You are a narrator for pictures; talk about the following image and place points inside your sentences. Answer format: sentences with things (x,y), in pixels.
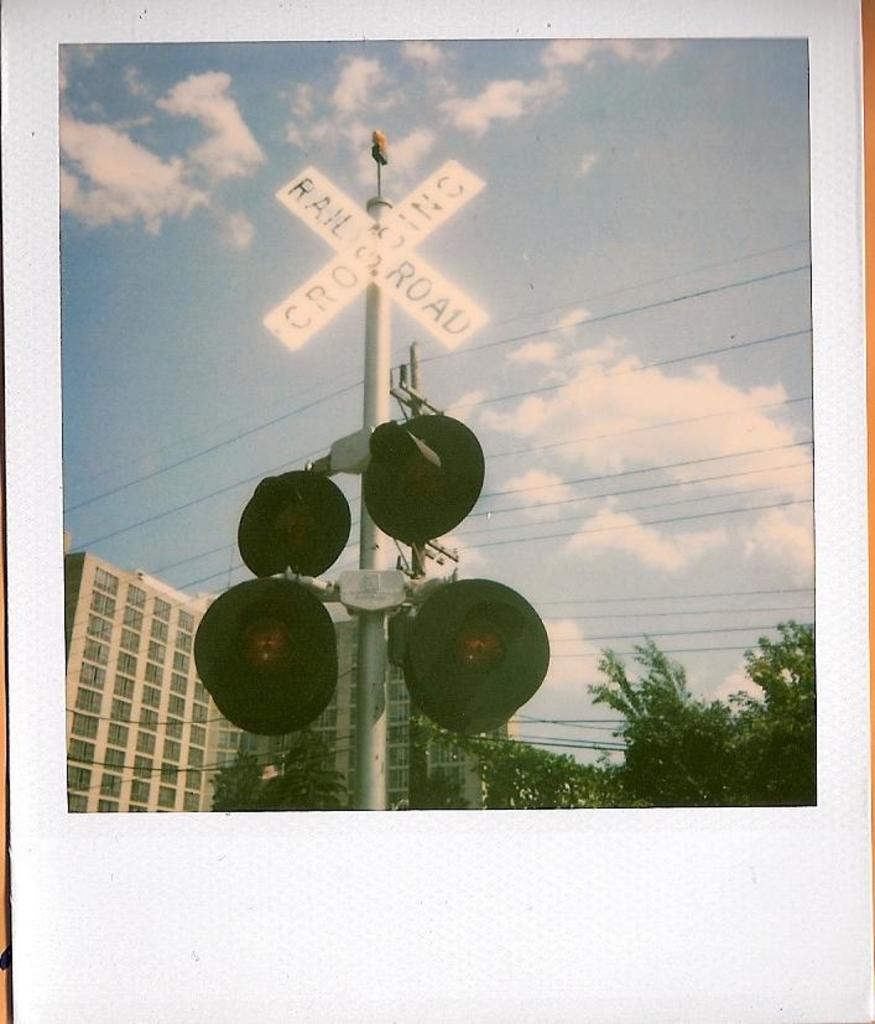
In this image there is a photo (559,882). In the photo (747,528) there is a pole (359,632). To the pole (371,753) there are sign boards (391,259) and lights (404,533). Behind it there are buildings (194,673) and trees (660,763). At the top (216,250) there is the sky (326,334).
